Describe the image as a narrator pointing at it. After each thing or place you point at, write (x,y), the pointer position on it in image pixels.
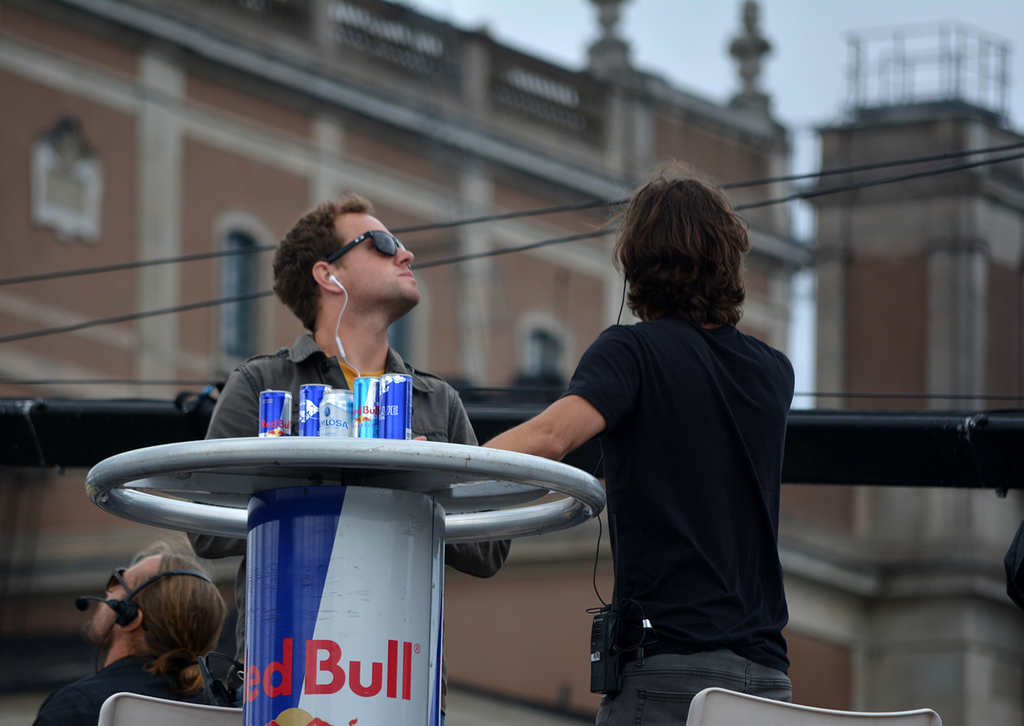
There are two people (288,373) standing and this man (191,654) sitting on chair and wired headset (203,573) and glasses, in front of this man (372,298) we can see tins (351,416) on the table (344,534). In the background (943,147) we can see buildings (947,360), wires (922,174) and sky (855,8).
